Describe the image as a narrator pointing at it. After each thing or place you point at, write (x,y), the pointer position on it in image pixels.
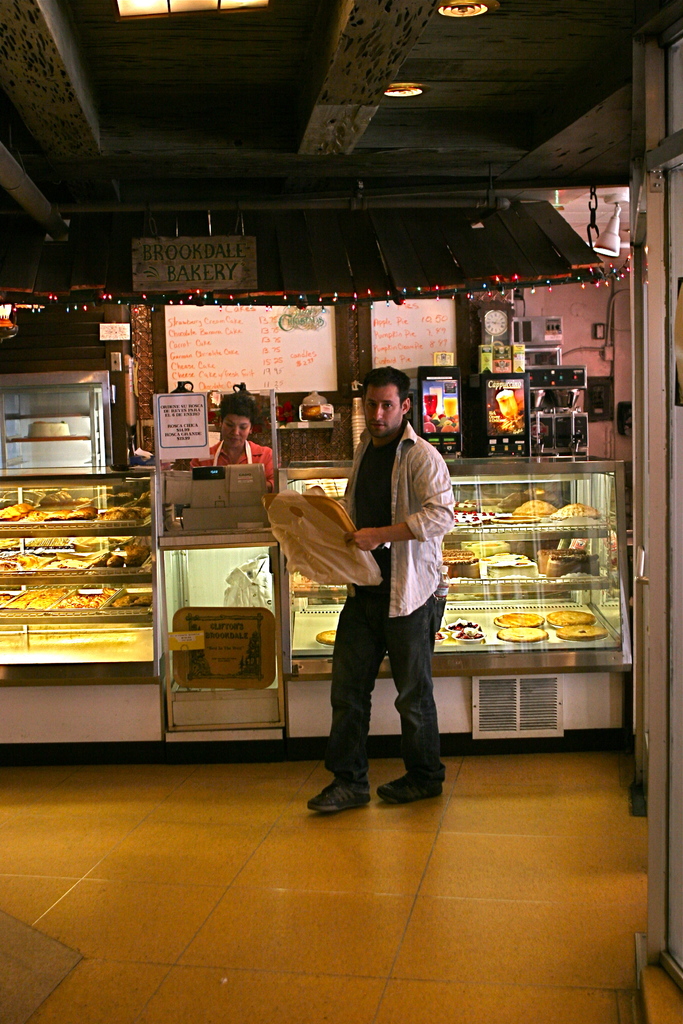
There is a person (389,553) standing and holding an object (346,536) in his hands (361,536) and there are few eatables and a person (252,409) behind him.
